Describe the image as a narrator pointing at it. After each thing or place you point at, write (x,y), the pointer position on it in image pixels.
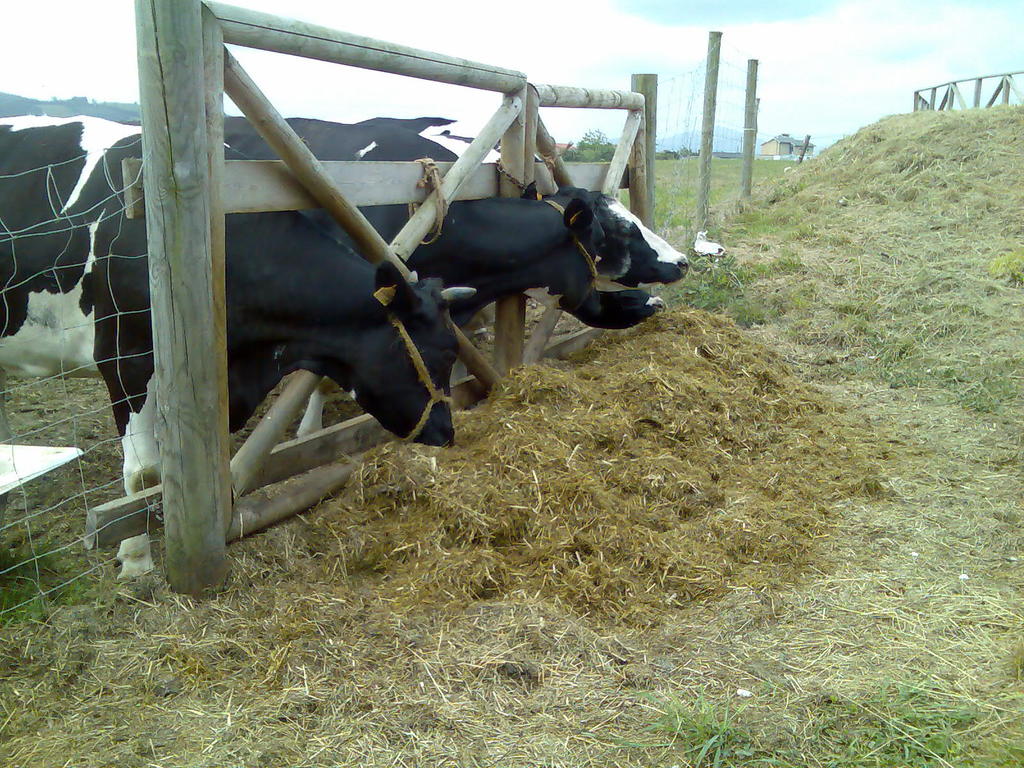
Here I can see few black color cows (459,258) are eating the grass (471,452). Here I can see a fencing (182,320). In the background (792,150) there is a house (785,143) and also some trees (600,145). On the top of the image (578,29) I can see the sky (600,35).
